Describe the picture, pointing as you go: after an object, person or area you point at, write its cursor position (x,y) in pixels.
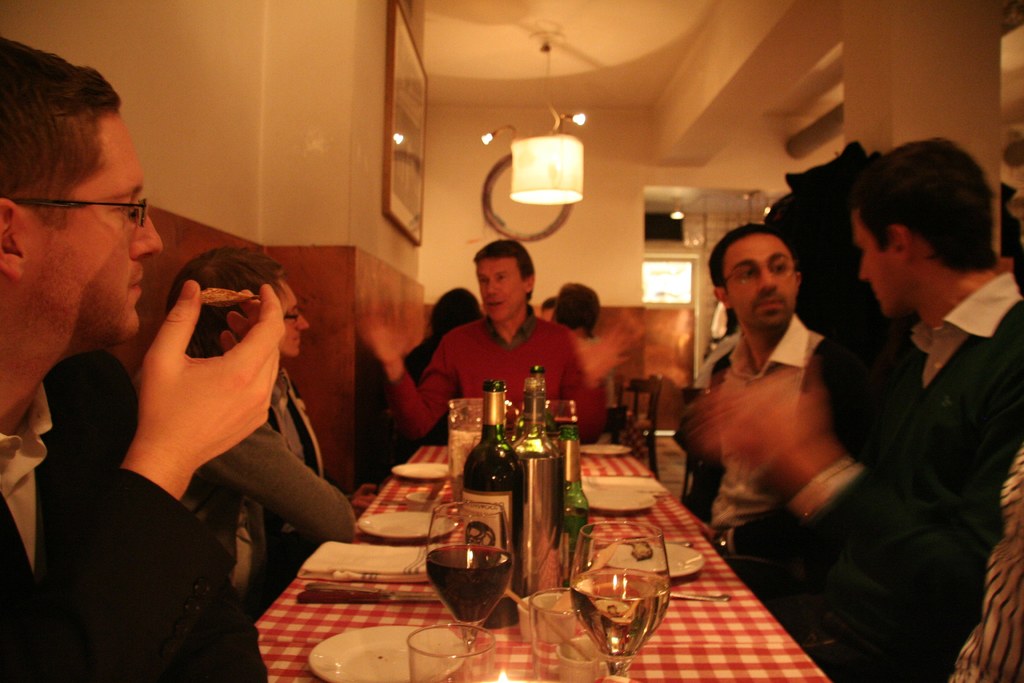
In this image two persons (1016,301) are sitting at the right side (912,147) and two persons (130,271) are sitting at the left side (124,603) and few persons (440,435) are sitting at the middle of image (491,295). There is a table (427,463) on which glasses (428,578), plates (366,669), knife (337,591), napkins (377,573), bottles (501,485) are placed. There is a light (549,194) hanging from the roof (559,10). To the wall (283,238) there is a picture frame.
